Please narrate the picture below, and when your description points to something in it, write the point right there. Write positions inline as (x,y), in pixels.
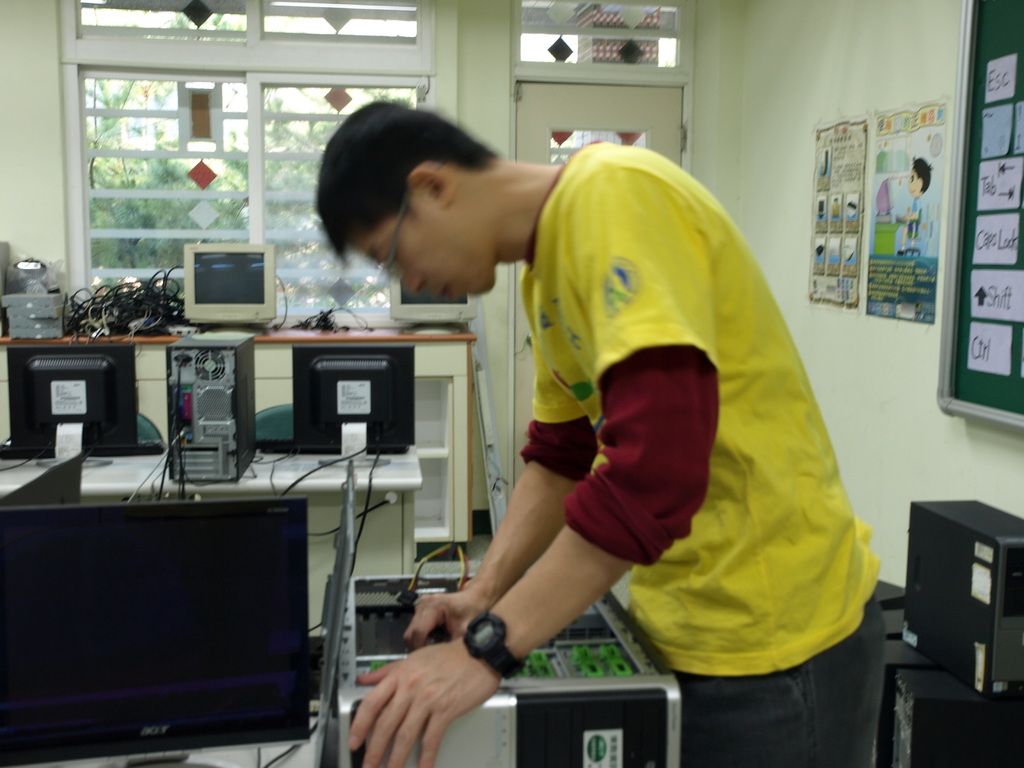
In this image we can see there is a person (620,558) holding an object (608,644). And there are some systems (215,463) on the table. There is a door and a window (246,156). And back of the window (294,160) there is a tree (313,208). There is a wall (910,98). On the wall (866,289) there is a board (1001,33) and a poster (894,204).
